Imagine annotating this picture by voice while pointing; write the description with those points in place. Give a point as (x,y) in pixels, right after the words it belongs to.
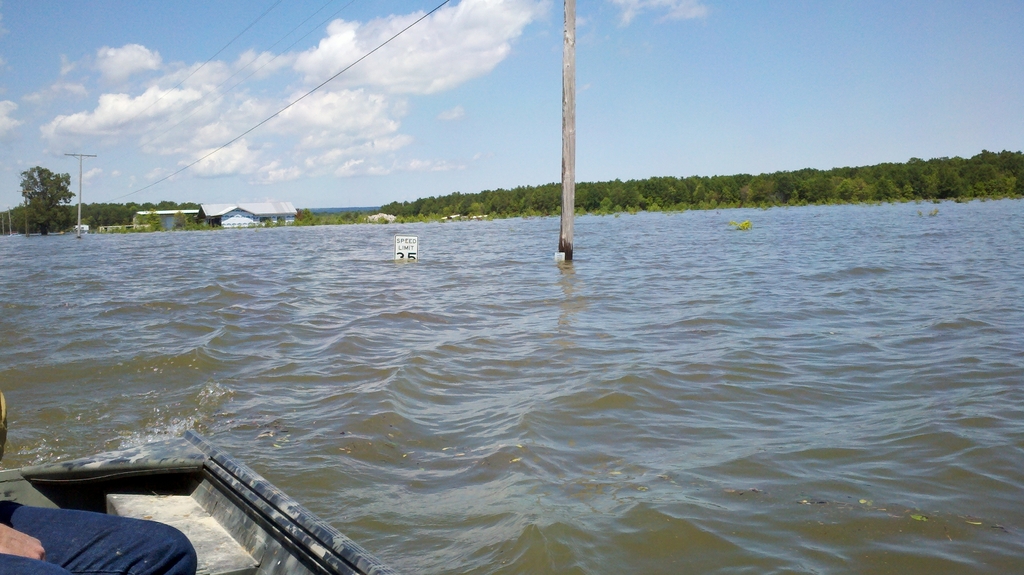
In this picture we can see a person (23,528) is sitting on a boat (240,525) and the boat (289,525) is on the water (375,477). Behind the boat (186,442) there are electric poles (573,58) with cables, trees (170,207), houses (254,204) and the sky (437,112).
